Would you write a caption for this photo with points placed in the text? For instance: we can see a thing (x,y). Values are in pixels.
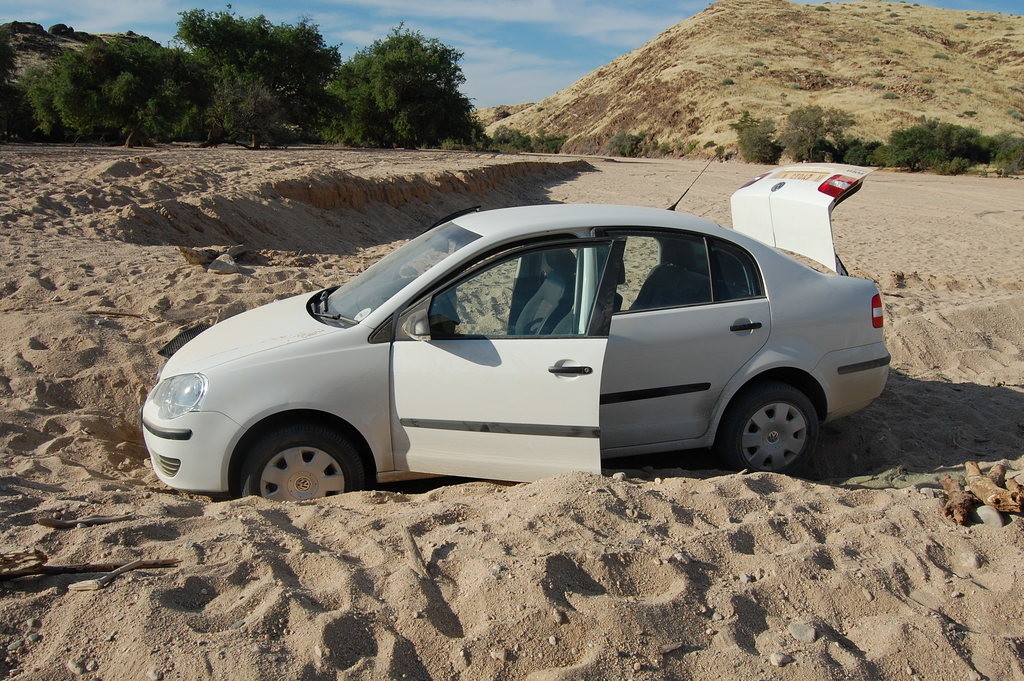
This picture shows a white car (150,427) and we see trees (58,94) and a Hill (773,64). We see front doors (489,330) and trunk (794,176) of a car (797,170) is opened and we see a blue cloudy sky (478,16).
